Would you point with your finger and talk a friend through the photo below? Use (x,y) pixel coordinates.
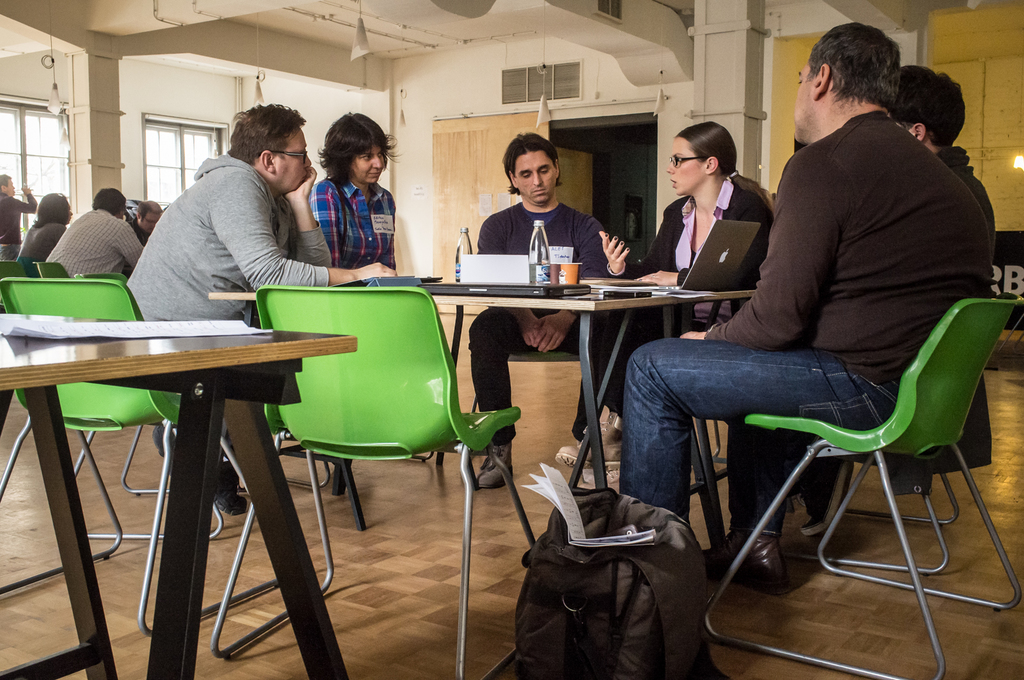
In this picture there are few people (547,186) sitting on the chair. There is a cup (560,271), bottle (548,265) and few objects (627,286) on the table (640,304). There is a man (11,219) standing. There is a bag (617,567), book (594,540).
